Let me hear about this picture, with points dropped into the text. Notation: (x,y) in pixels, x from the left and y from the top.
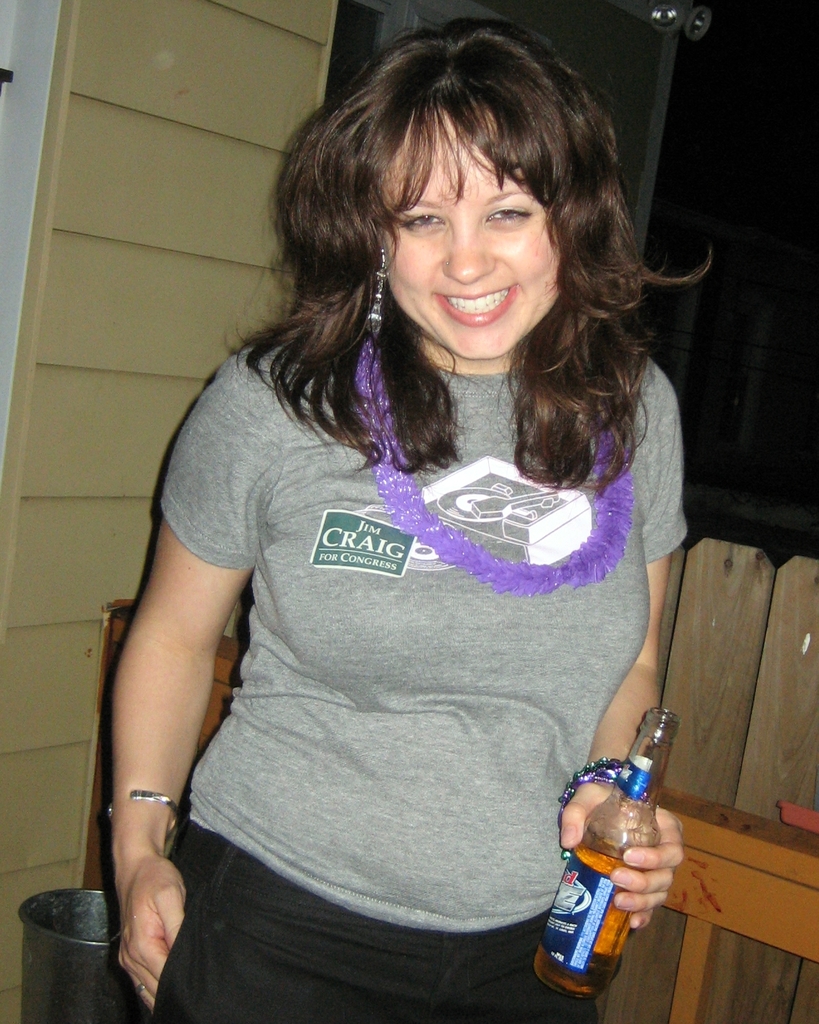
A woman (305,140) is posing to camera with a beer bottle (634,825) in her hand (624,877).
